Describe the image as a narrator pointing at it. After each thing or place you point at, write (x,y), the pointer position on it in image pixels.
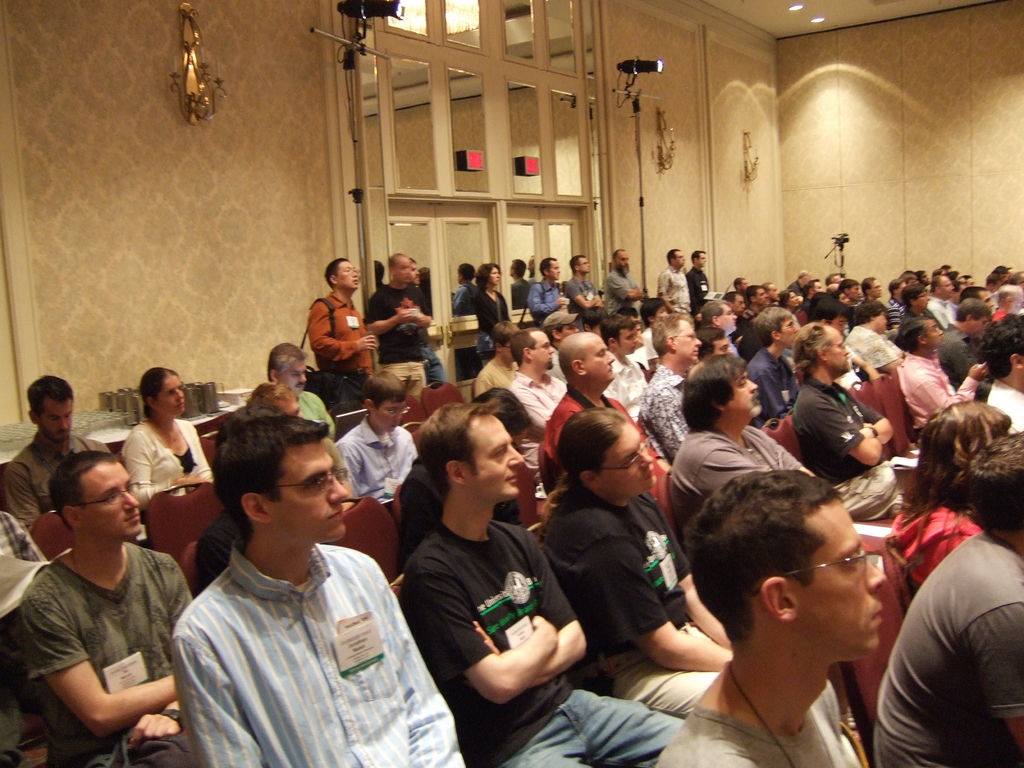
In this image there are many people (497,417) sitting on chairs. Some are wearing specs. In the back (387,323) there are few people (593,295) standing. There is a wall (700,160). On the wall (228,123) there are decorative items (670,157). Also there are mirrors (478,148). And there are lights (361,15) on stands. In the back (839,241) there is a camera (842,247) on a stand (839,259). On the ceiling (825,12) there are lights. And the people (386,388) are wearing badges (370,627).
